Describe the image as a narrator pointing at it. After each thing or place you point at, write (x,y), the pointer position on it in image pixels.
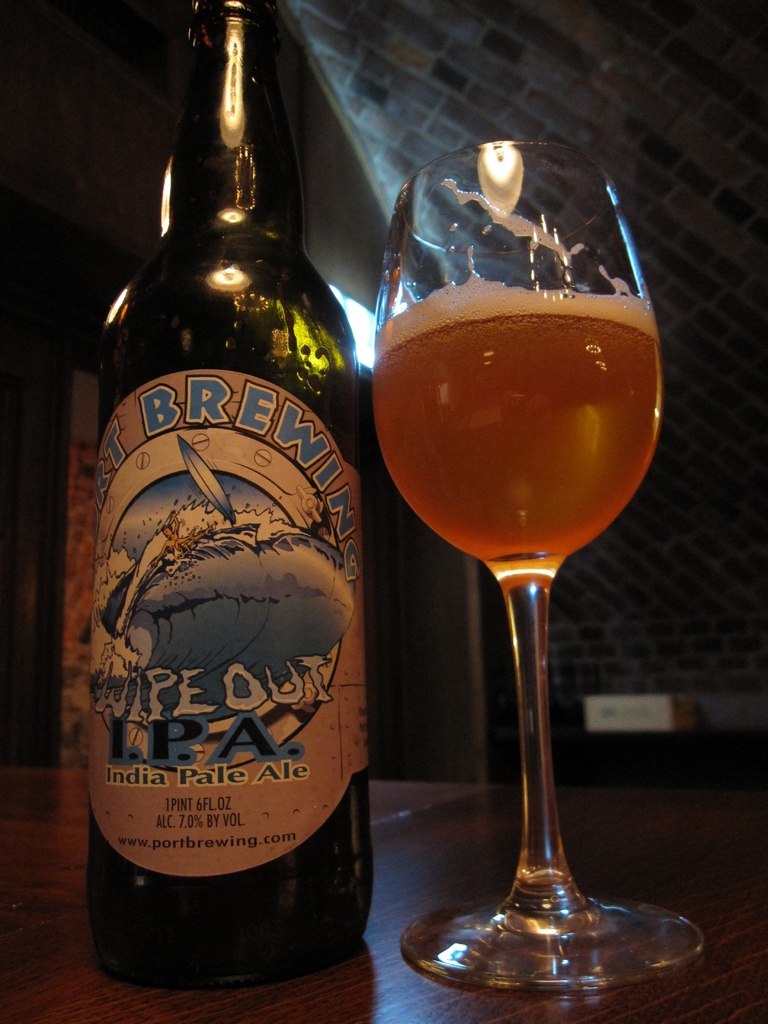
In this picture we can see bottle (263,368) with sticker (208,392) to it and aside to this there is a glass (487,343) with drink (489,459) in it and this two are placed on table (55,930) and background (352,88) we can see light (357,348), wall (405,143), switch board (635,722).
